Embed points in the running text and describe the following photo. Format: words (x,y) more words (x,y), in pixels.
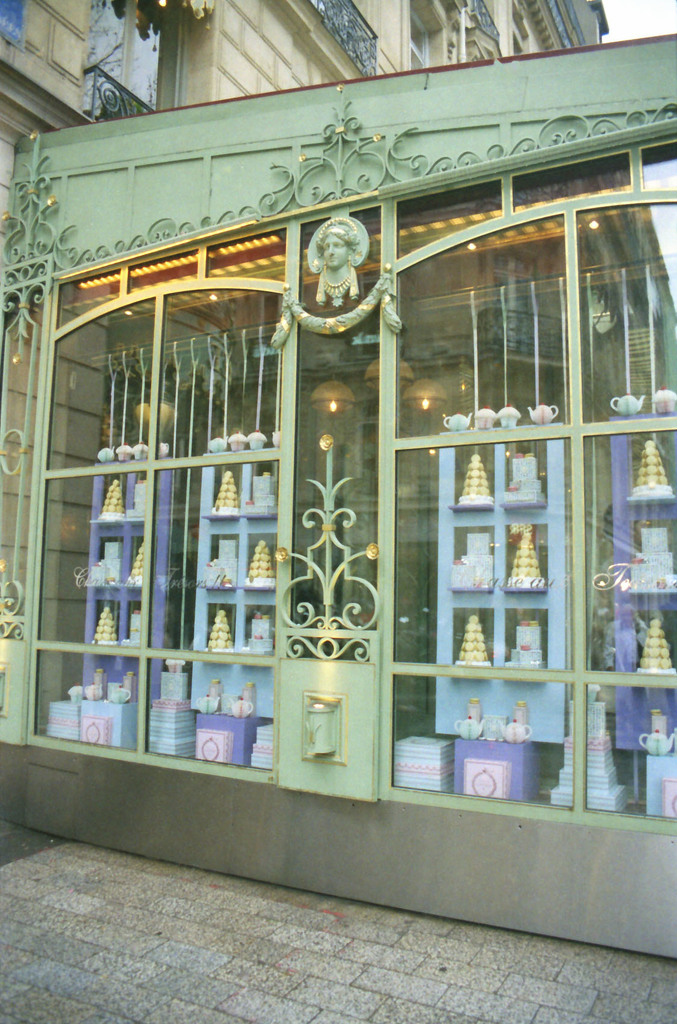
In this image in the front (230,532) there is a glass (234,560) and behind the glass (239,650) there are gift boxes (500,762), teapots (238,705) and there are objects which are yellow in colour and on the glass (326,341) there is a sculpture (330,253) and there is a designed iron grill (328,583). On the top (296,39) there is a building (431,42).
